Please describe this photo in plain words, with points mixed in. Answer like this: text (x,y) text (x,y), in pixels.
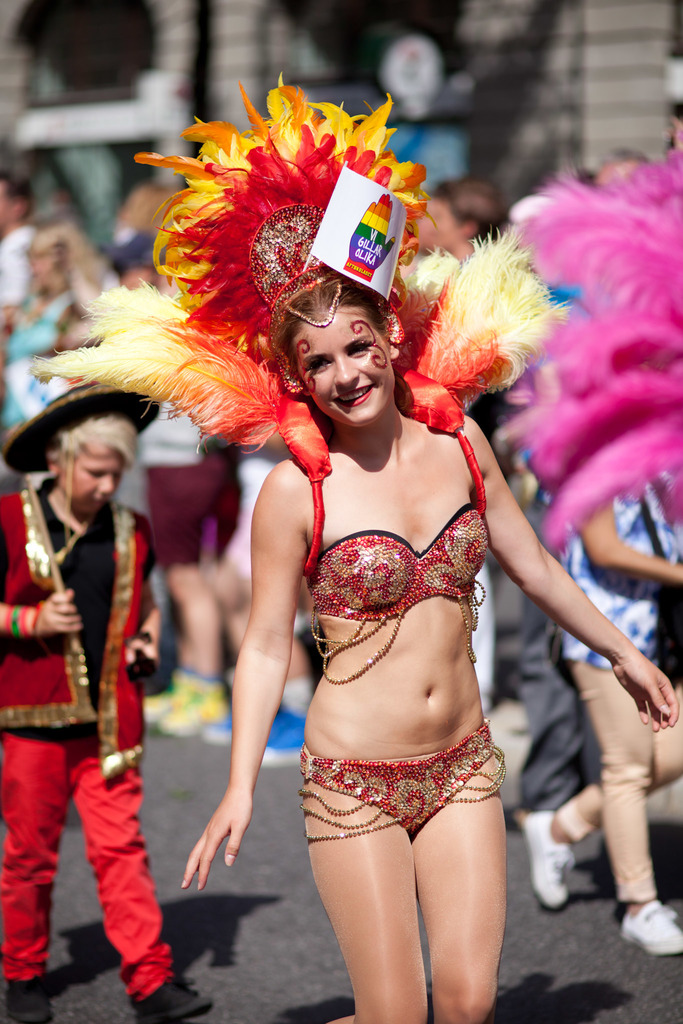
In this image I can see a beautiful woman (371,834) is smiling, she wore red color crown (314,279) and different color feathers (244,321). On the left side (88,782) a boy (114,660) is walking, he wore red color trouser (94,800) and a jacket (129,630), behind him few people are standing.
